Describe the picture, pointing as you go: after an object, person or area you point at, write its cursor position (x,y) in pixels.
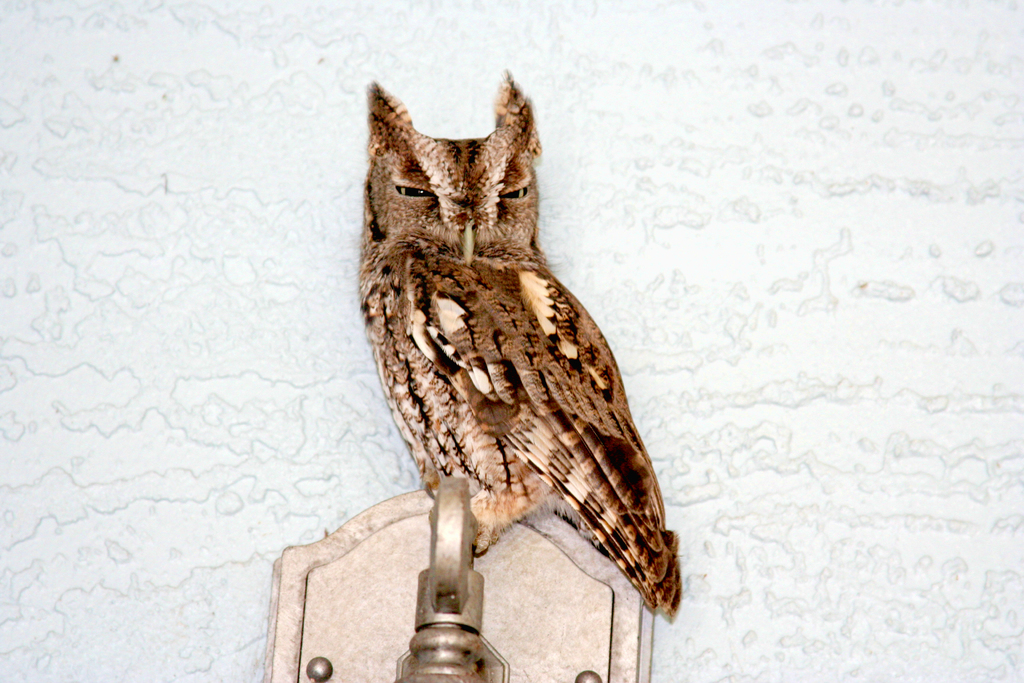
In the middle (504,335) I can see an owl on a metal rod (433,578). In the background (832,512) I can see a wall (839,417). This image is taken may be in a hall (303,504).
